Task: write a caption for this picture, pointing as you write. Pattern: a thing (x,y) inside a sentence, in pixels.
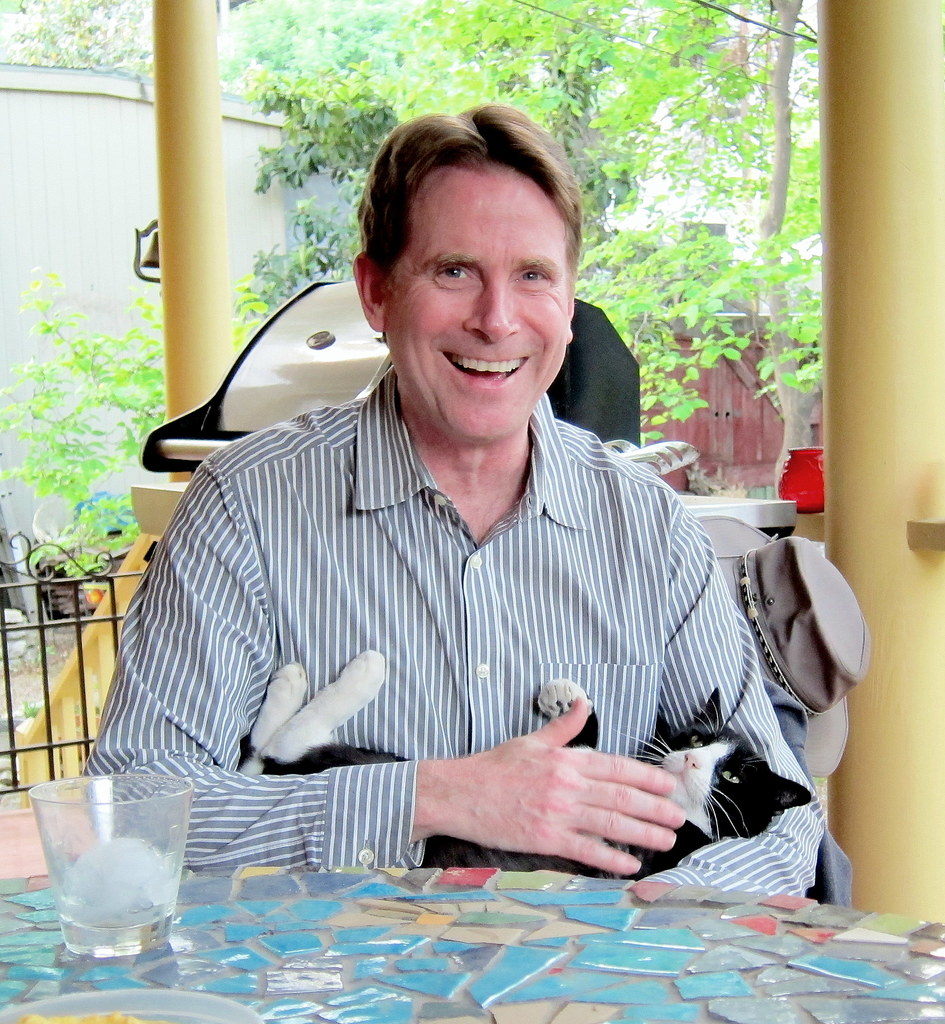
This image is clicked outside. There is a tree (627,177) on the top middle (604,94). There is table (217,886) in the bottom (262,958) and a glass (120,792) is placed on the table (175,944). A person (324,798) is sitting near the table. He is holding cat (689,830) in his hand (663,834) it's a black one. The person (522,604) who is sitting is smiling. There are two pillars (216,201) in this image. One on the right side (830,274) and the other on the left side (207,274).
